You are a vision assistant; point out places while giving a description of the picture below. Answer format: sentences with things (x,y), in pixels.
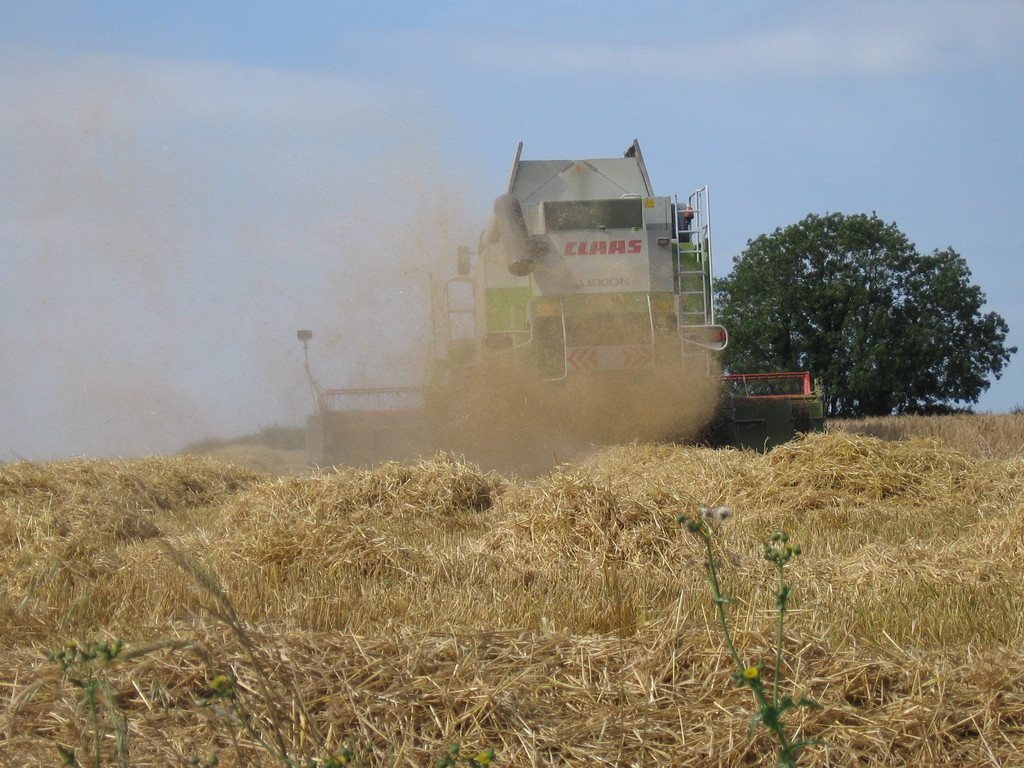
This picture is taken from the outside of the city. In this image, in the middle (581,304), we can see a vehicle (544,289). On the right side (845,371), we can see a tree (900,310) and a plant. At the top (540,106), we can see a sky (555,138), at the bottom (14,587), we can see some smoke (558,371) and a grass (573,548).
